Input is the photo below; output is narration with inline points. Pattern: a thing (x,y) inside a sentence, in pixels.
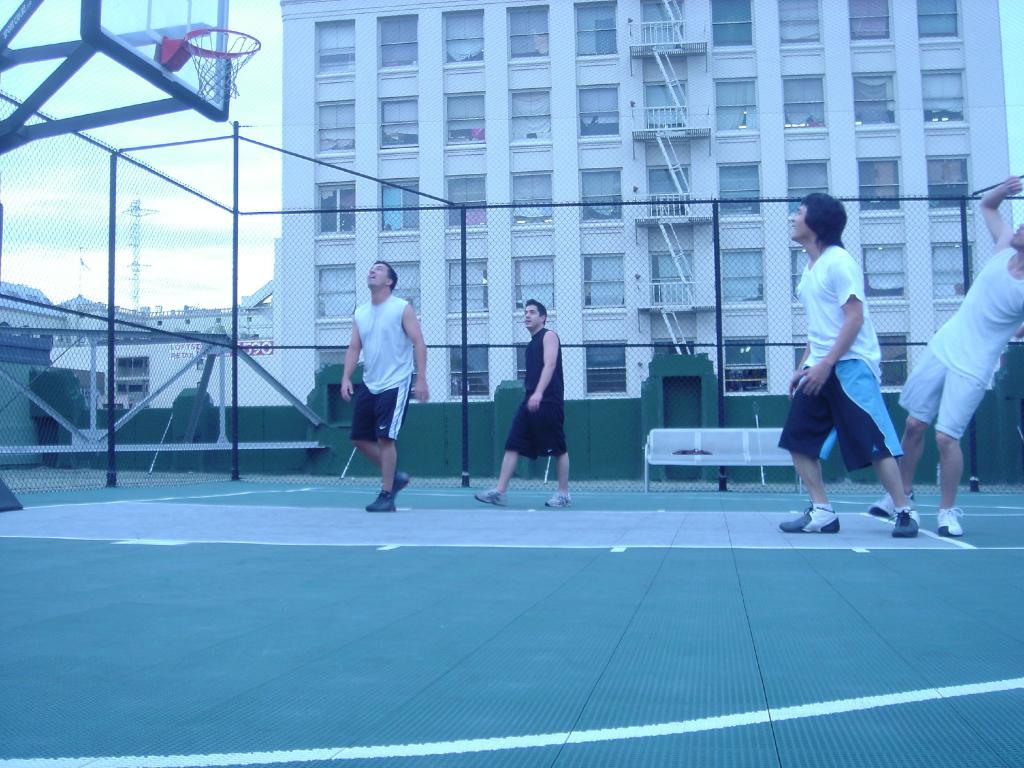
In this image we can see a group of men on the ground (732,700). We can also see a metal fence (235,375), a bench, some poles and a goal post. On the backside (79,264) we can see some buildings (126,393) with windows (137,368), a board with some text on it, a tower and the sky (212,294) which looks cloudy.
